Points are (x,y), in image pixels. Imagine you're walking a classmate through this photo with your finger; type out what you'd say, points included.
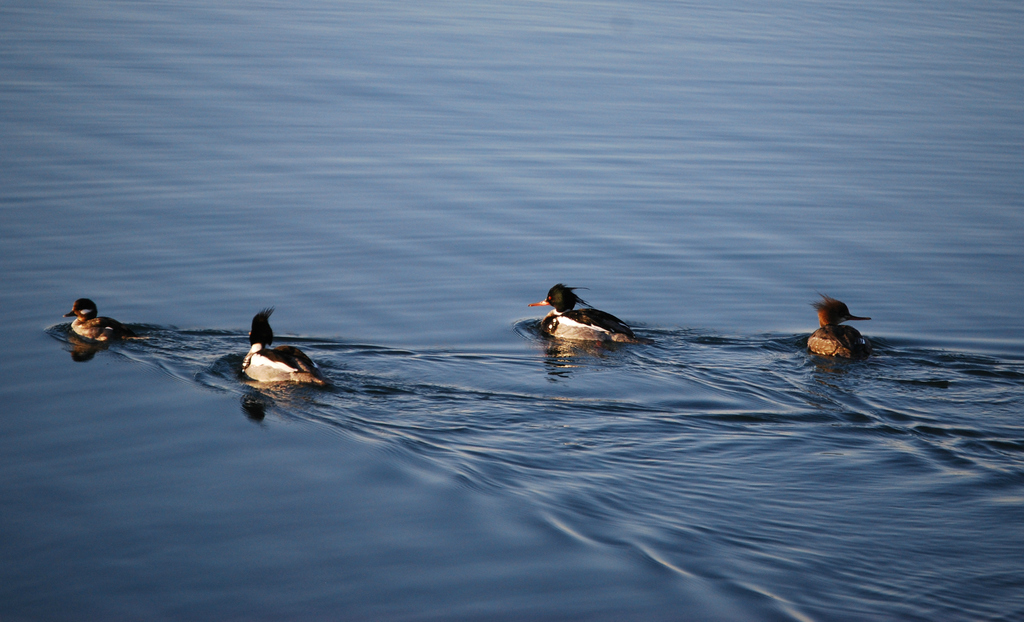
In the image there is water (218,136). There are ducks (83,333) in the water (359,337).
